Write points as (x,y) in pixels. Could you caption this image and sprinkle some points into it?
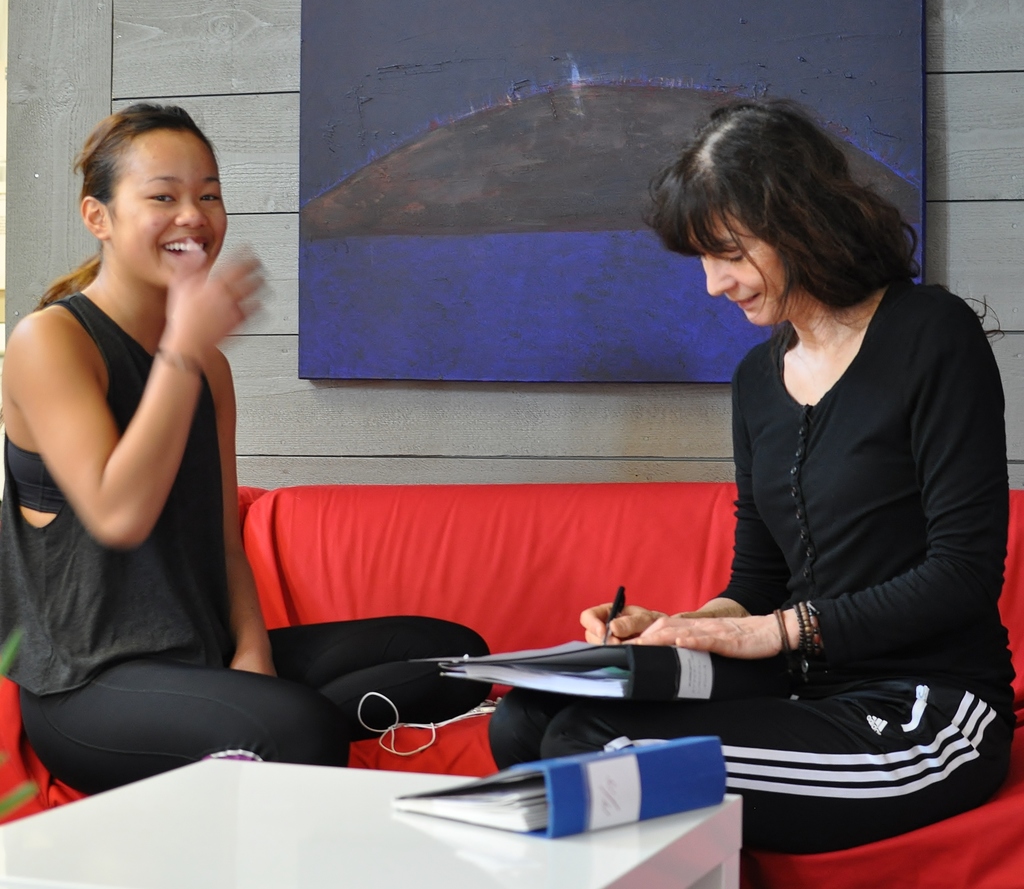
This picture shows couple of woman (243,627) seated on the sofa (483,760) and we see a woman (667,621) writing on the paper (535,671) and we see a file (508,669) and another file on the table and we see a frame (609,3) on the wall (243,179) and we see a table (704,870).
